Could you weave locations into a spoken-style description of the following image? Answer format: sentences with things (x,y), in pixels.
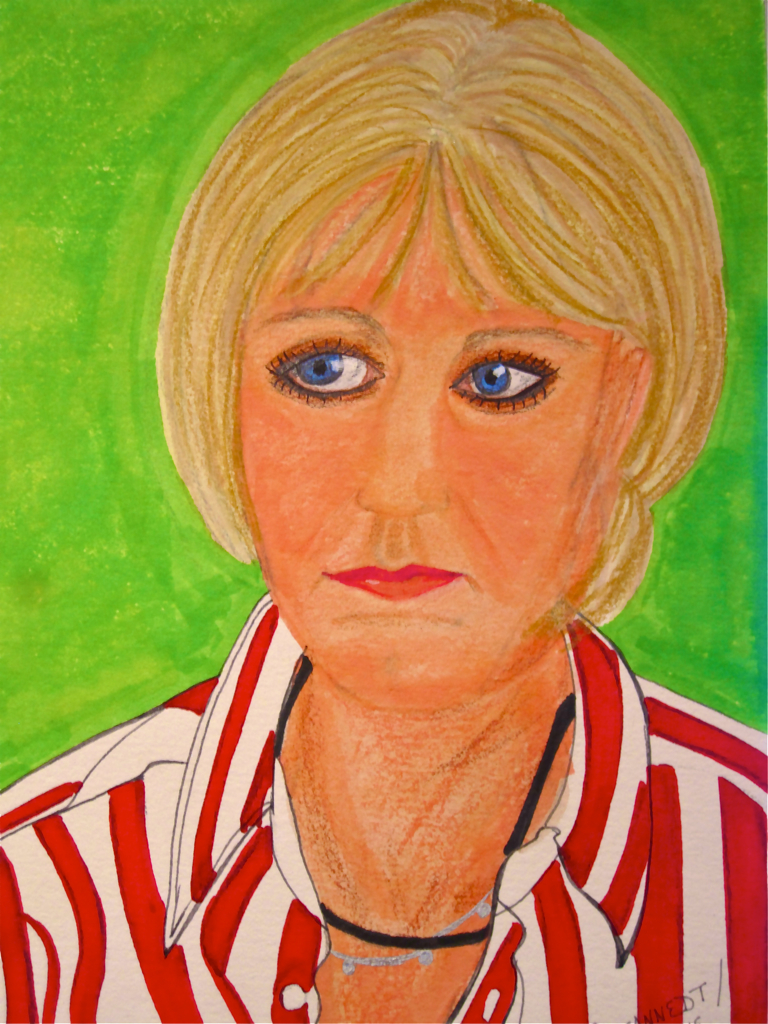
In the image there is a drawing (287,858) of a woman (381,313) and the background of the woman (495,2) is green color.
